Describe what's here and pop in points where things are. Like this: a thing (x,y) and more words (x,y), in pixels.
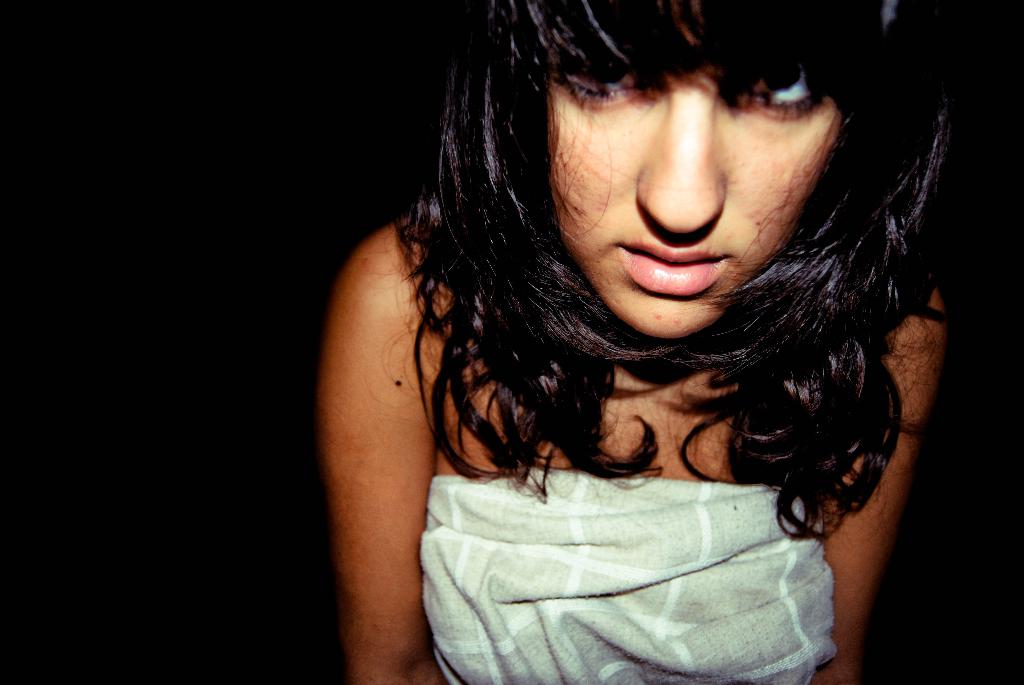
In this image there is a girl (556,182). The background (125,448) is dark.
